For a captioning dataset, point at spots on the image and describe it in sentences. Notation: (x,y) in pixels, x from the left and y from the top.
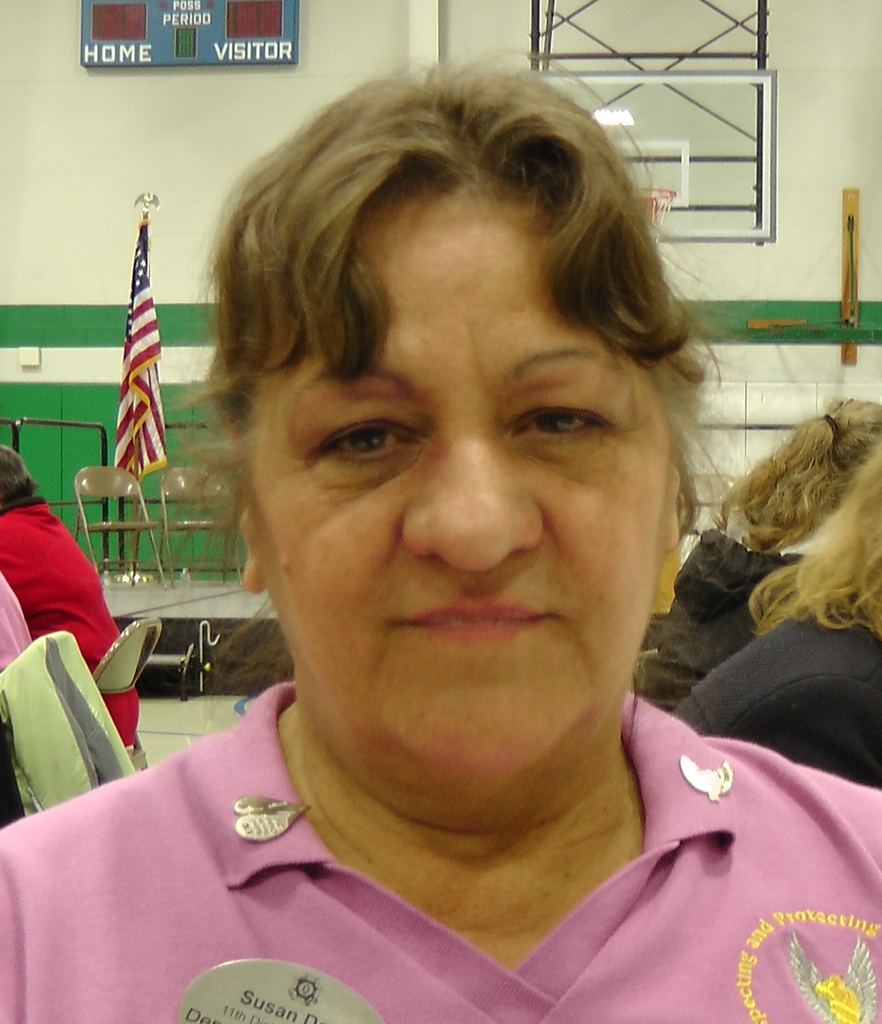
A picture of a women (382,111) who is in pink color shirt (87,796) and also behind her there is a flag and some people (830,614) sitting behind her on the chairs (116,472).
